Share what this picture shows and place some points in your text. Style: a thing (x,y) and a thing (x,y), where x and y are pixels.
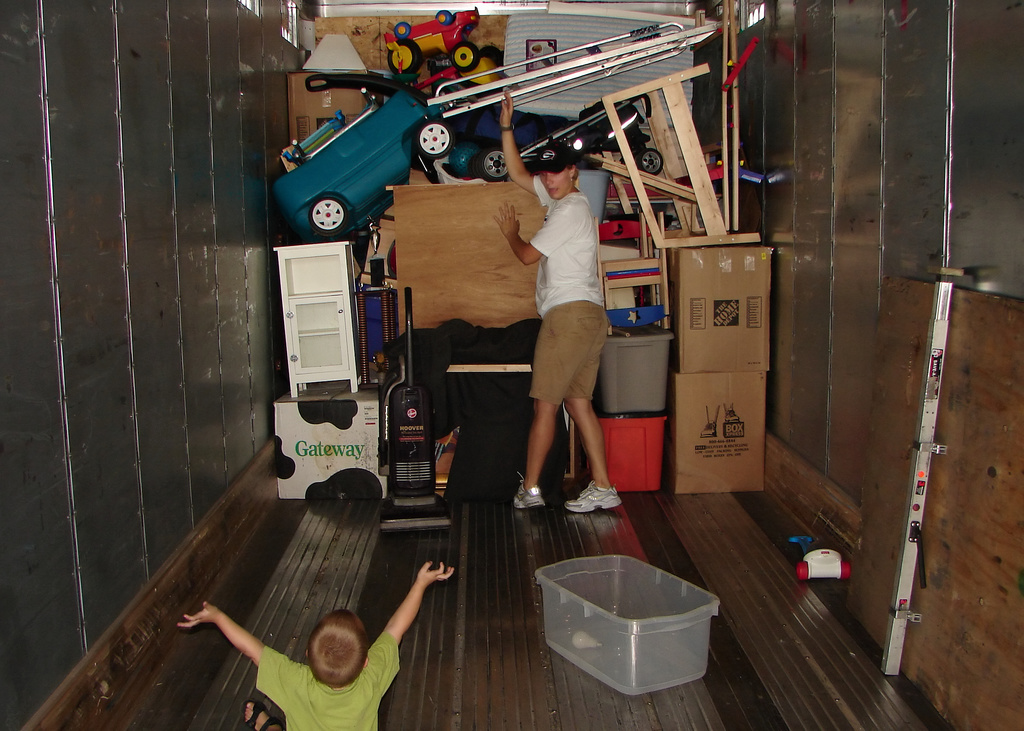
In the image there is a kid (281,673) sitting on floor (400,568), in the back there is a woman (561,353) standing in the middle (564,251), in front of her there are many cupboards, toys (393,89), stands (667,162) and frames (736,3) and on either side there is wall (801,353).
